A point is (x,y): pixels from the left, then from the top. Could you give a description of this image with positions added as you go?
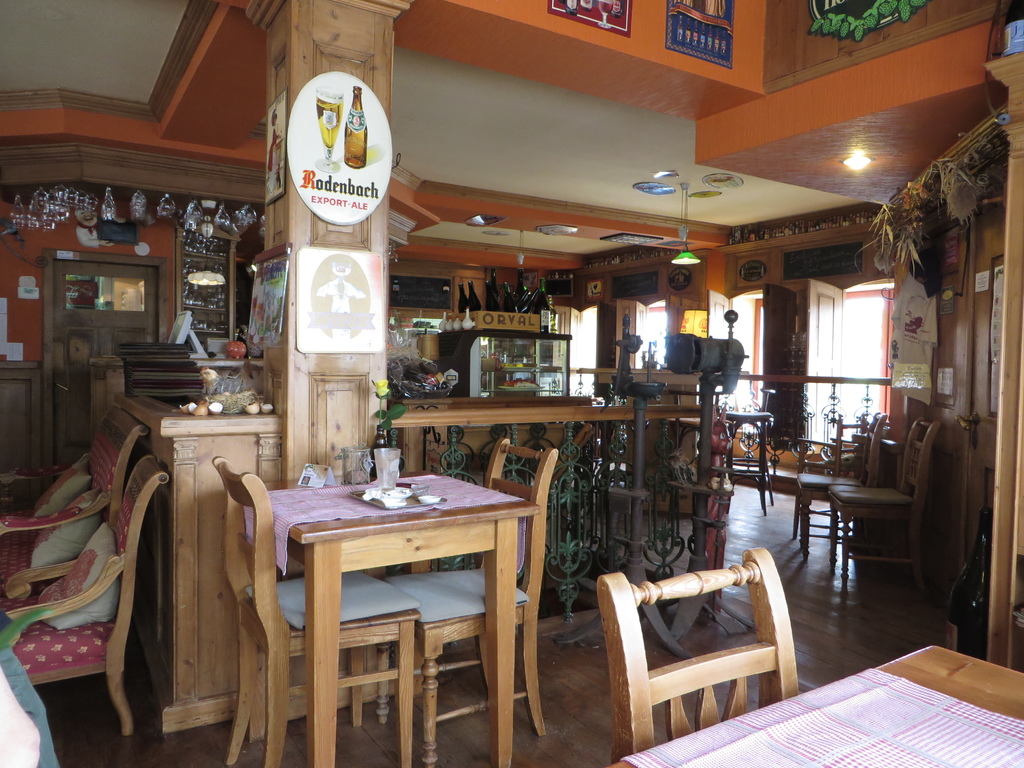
In the center of the image (413,275) there is a wall (453,282), roof (520,142), pillar (292,313), chairs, tables (424,555), tablecloths (673,761), lights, bottles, boards (650,277) with some text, pillows (428,573), one vase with a flower (380,388) and a few other objects (474,420).
